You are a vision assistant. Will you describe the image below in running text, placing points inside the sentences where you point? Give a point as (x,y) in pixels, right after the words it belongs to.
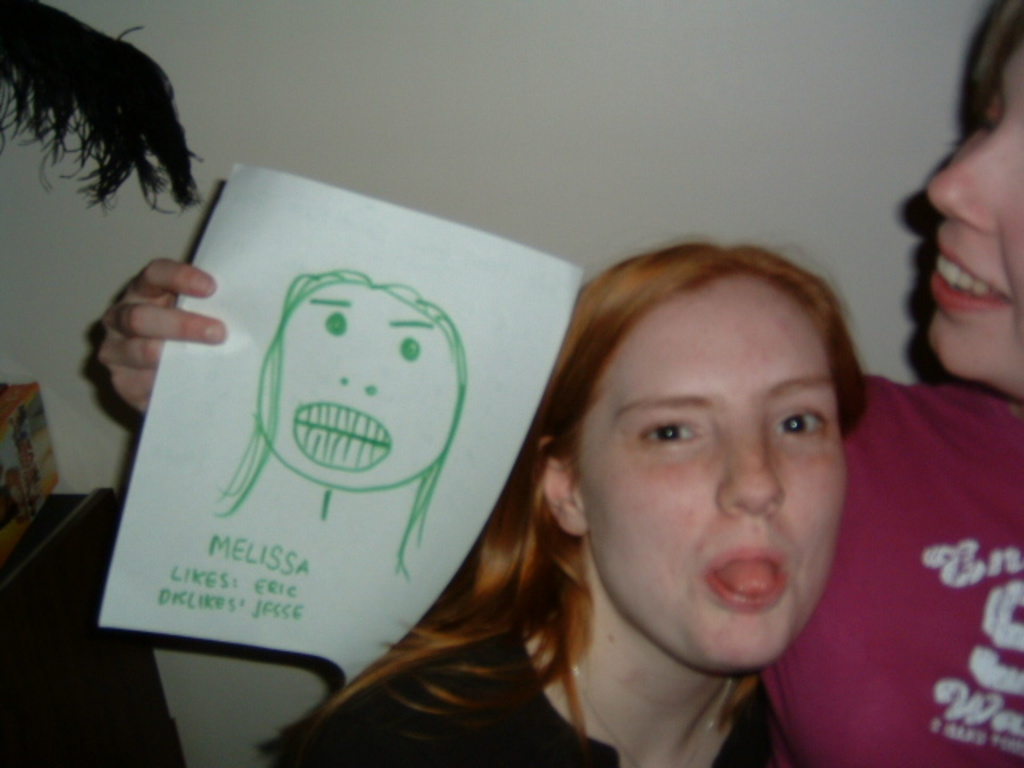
In this picture there are two girls (653,474) on the right side of the image (730,535) and there is a box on a desk (87,498) in the background area of the image (104,635), the girl (639,536) is holding a drawing paper (324,489) in her hand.
